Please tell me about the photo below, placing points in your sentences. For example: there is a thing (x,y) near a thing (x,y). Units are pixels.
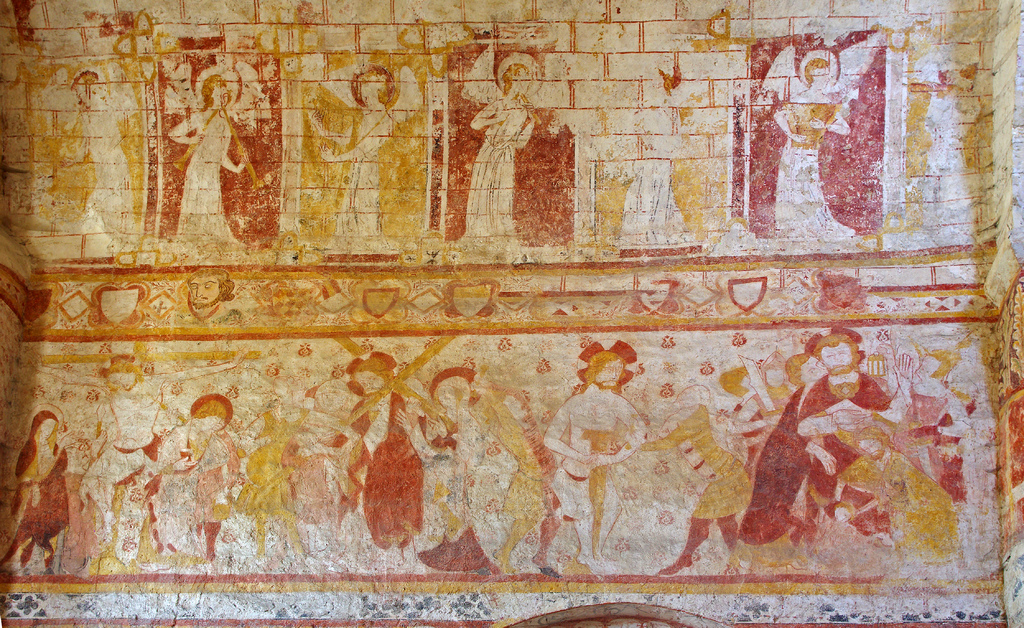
In this picture, we can see a wall (636,293) and on the wall (441,357) there are paintings (353,212) of humans (207,151).
